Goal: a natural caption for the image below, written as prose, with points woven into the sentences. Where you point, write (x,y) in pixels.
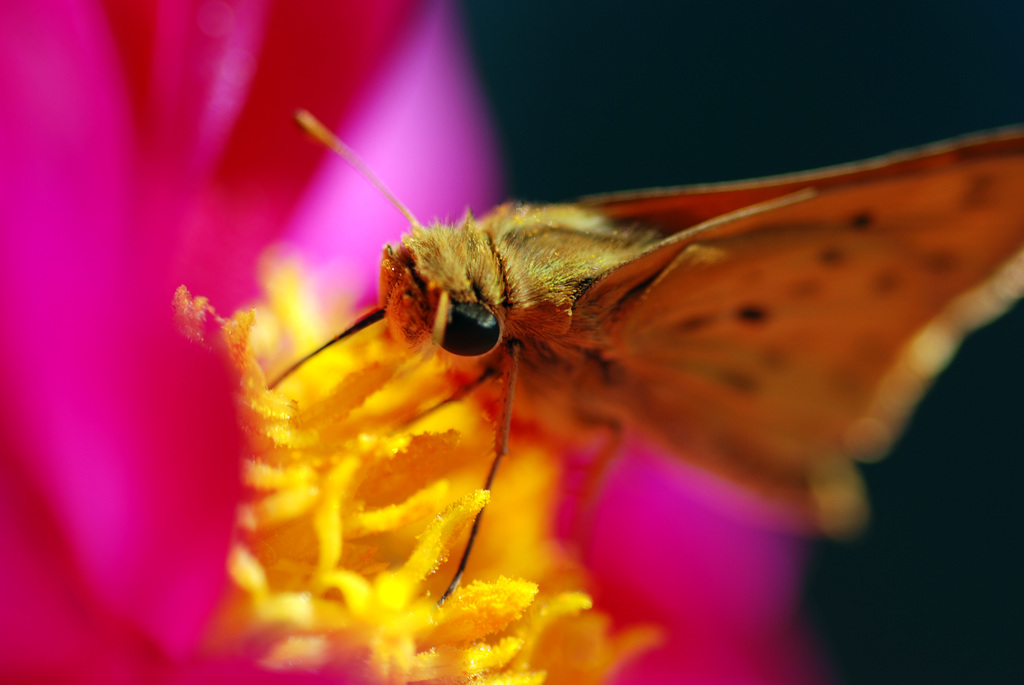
In this picture there is a butterfly (533,247) in the center of the image (611,249) on a flower (404,125).
